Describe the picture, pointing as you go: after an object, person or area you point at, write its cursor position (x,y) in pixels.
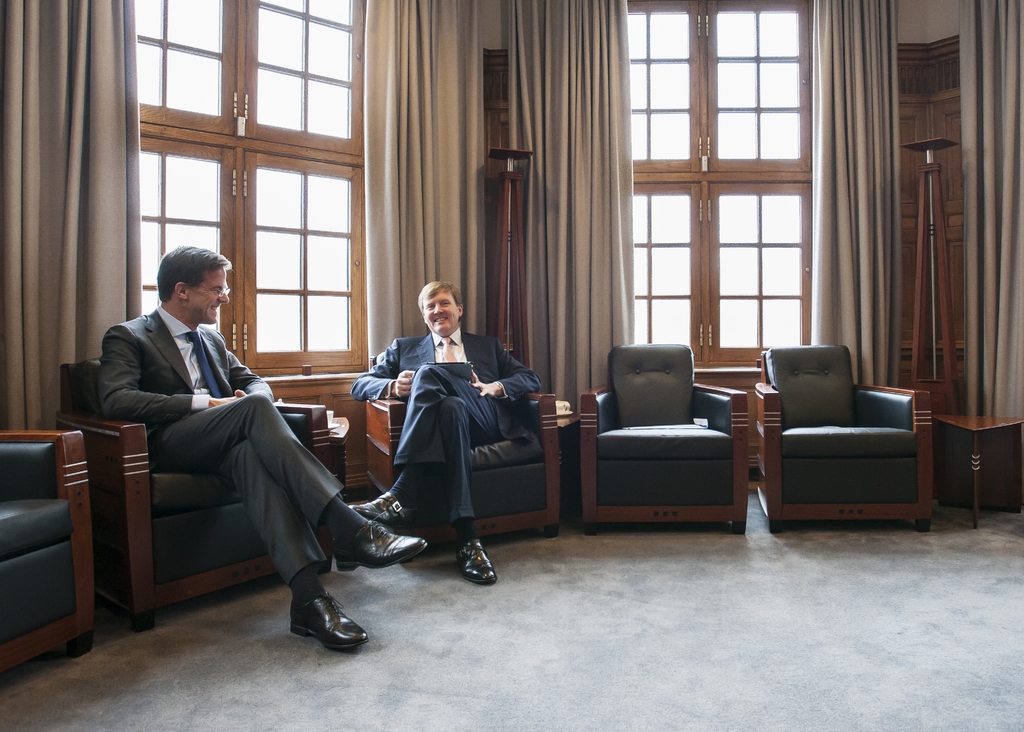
In this image I can see two people (320,474) are sitting on the couch (189,536) and smiling. In the background (275,85) there are curtains (579,180) to the windows (669,328).
